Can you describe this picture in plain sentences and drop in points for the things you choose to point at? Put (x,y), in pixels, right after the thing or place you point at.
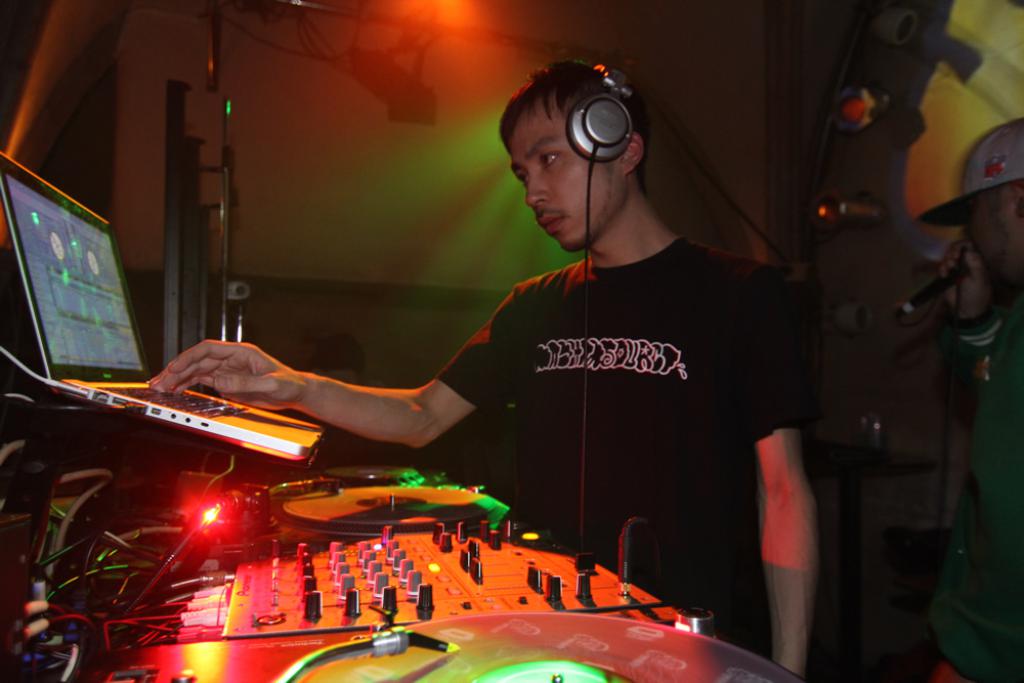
In this image a man (662,361) wearing black t-shirt (647,328) is wearing a headphone (611,116). In the right (1016,281) a man (1021,183) wearing green jacket (971,356) and cap (964,191) is holding a mic (937,280). The person (591,423) is using laptop (219,414). There are disc (346,506), switch board (394,582) in front of him. On the top (465,12) there are lights (439,15).
